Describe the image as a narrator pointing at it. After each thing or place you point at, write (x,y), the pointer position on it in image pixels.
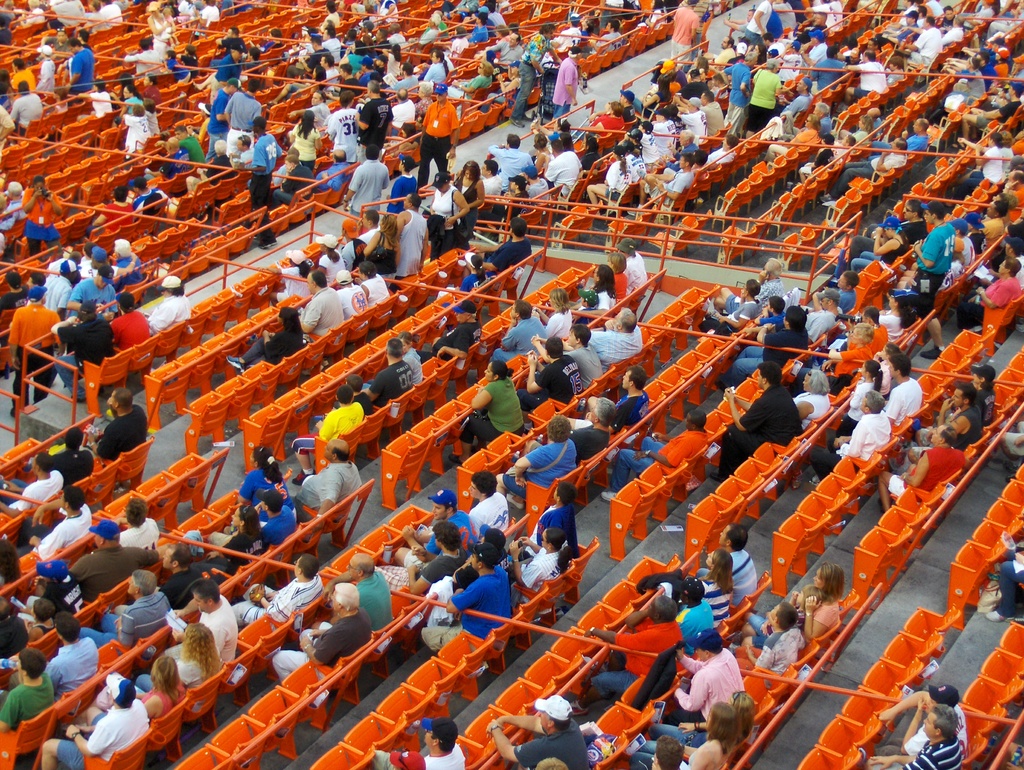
In this image, I can see groups of people (560,457) sitting on the chairs (204,710) and groups of people (442,180) standing. There are rods (565,635).
